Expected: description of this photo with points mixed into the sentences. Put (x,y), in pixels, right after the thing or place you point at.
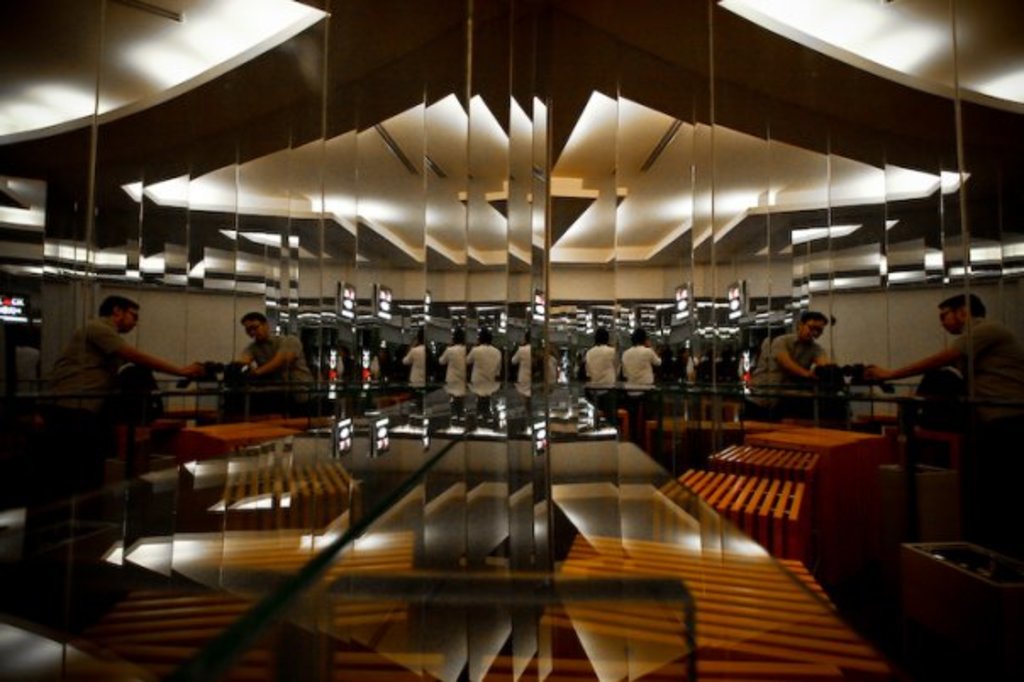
In this image I can see people (292,378) are standing in-front of the machines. These people (452,388) with white and grey color dresses (458,371) and I can see many lights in the back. To the left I can see the screen (18,309). And there is a table (431,599) in the front (431,599).
